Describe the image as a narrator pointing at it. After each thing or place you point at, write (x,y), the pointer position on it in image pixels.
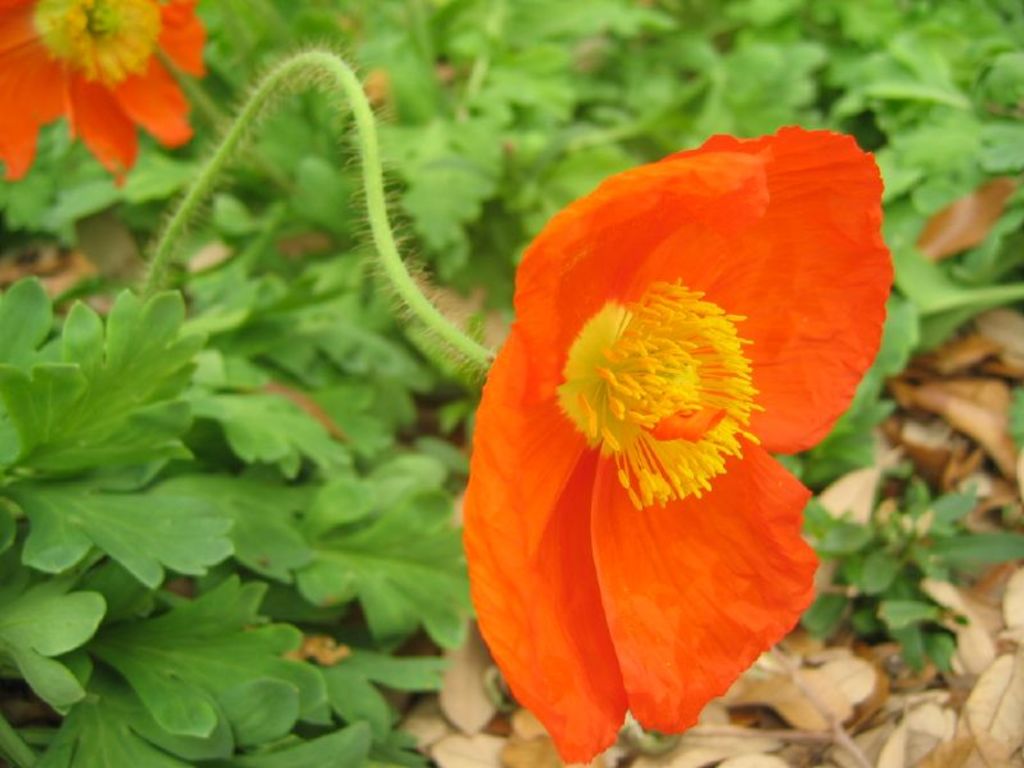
In the picture I can see a flower (737,531) which is in red color and there is a yellow object (688,401) in between it and there are few green leaves (575,123) behind it and there is another flower (97,80) in the left top corner (33,72).
